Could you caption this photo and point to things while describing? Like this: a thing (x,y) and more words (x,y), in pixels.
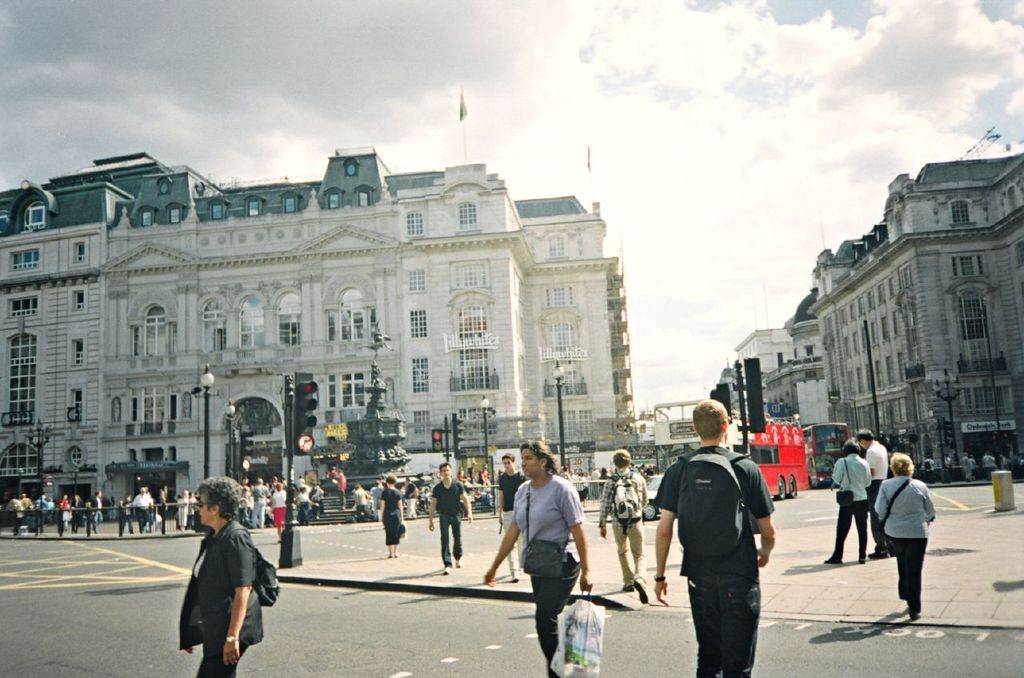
In this picture we can see a group of people (258,496) walking on the road (505,674), buses (750,438), traffic signal light (302,411), poles (292,442) and in the background (195,122) we can see the sky (703,44) with clouds (626,194).
